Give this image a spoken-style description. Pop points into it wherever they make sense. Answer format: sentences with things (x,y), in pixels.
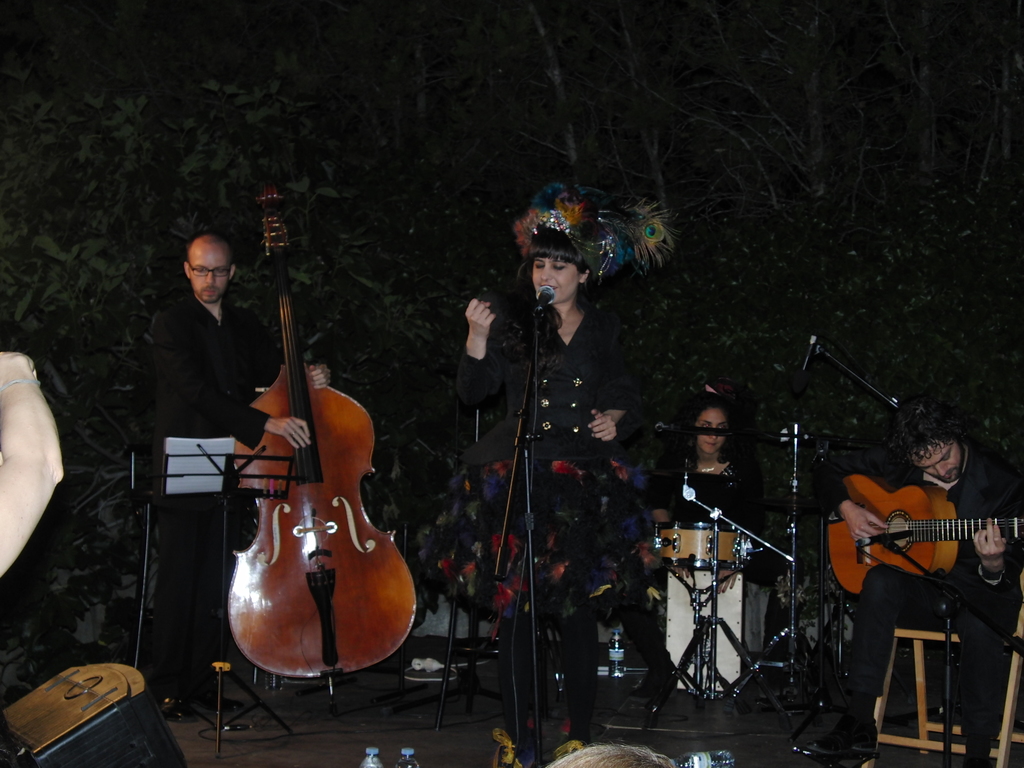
In this image I see 2 women (522,346) and 2 men (980,760) and I see these are holding the musical instruments (365,444) and this woman (749,529) is near to the drums (691,584) and this woman (459,508) is standing in front of a mic (548,297). In the background (1015,327) I see the trees (252,104) and I can also see few equipment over here and there are 4 bottles (404,752).
